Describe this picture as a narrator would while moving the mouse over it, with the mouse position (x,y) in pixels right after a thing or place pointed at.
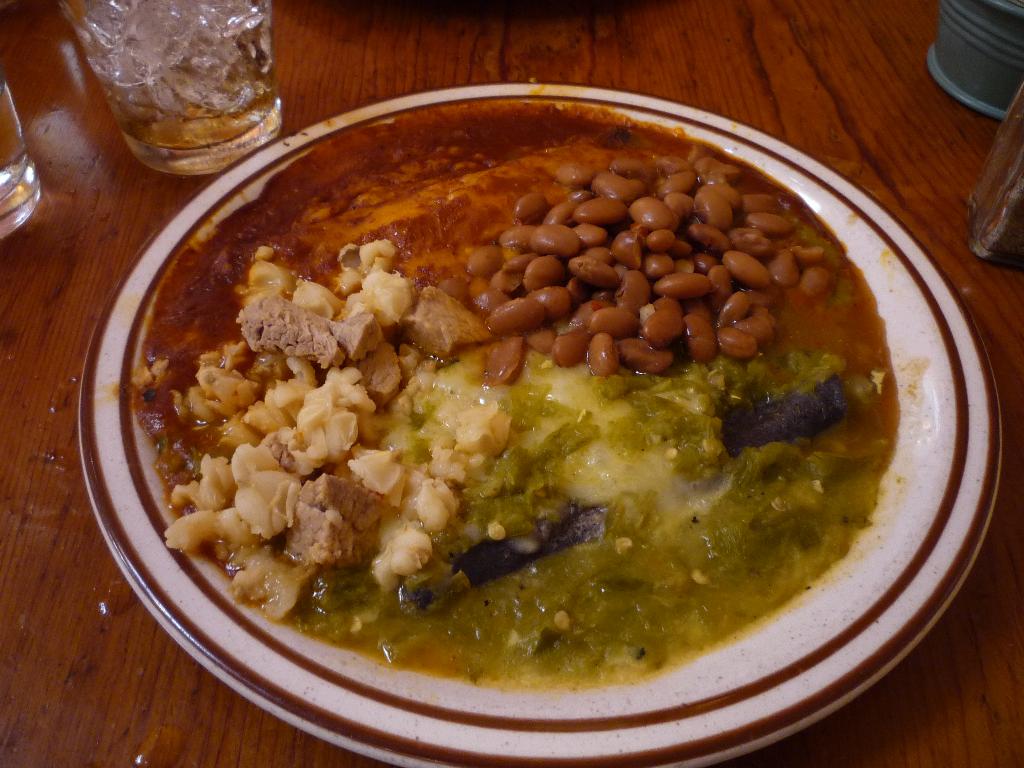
In the picture we can see some food item (431,446) which is in white color plate (452,729) and we can see some glasses (25,184) which are on the wooden surface (711,6).
